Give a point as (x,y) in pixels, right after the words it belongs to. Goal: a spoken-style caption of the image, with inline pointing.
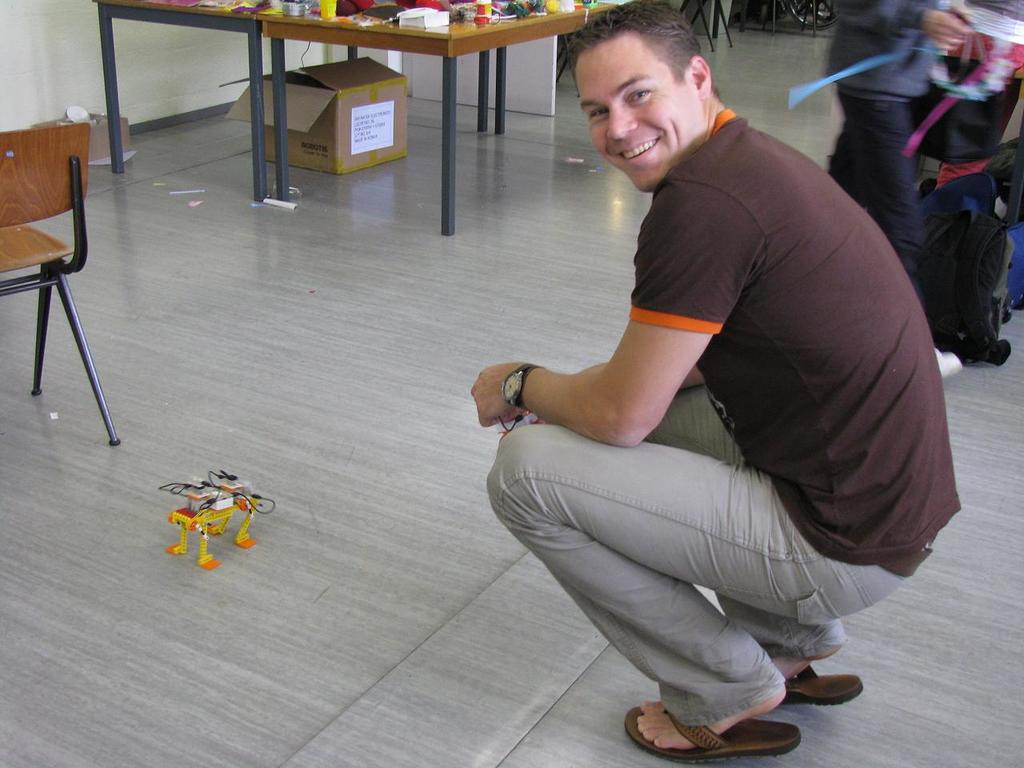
This man (783,473) is highlighted in this picture. On floor (150,539) there is a toy (211,528). We can able to see chair (72,163) and tables (298,29), on this table (415,36) there is a glass (323,6), box (420,17) and things (353,4). Under the table (364,38) there is a cardboard box (363,102). These persons (886,77) are standing. On floor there are bags (977,256). This person (779,254) holds a smile (640,160).
